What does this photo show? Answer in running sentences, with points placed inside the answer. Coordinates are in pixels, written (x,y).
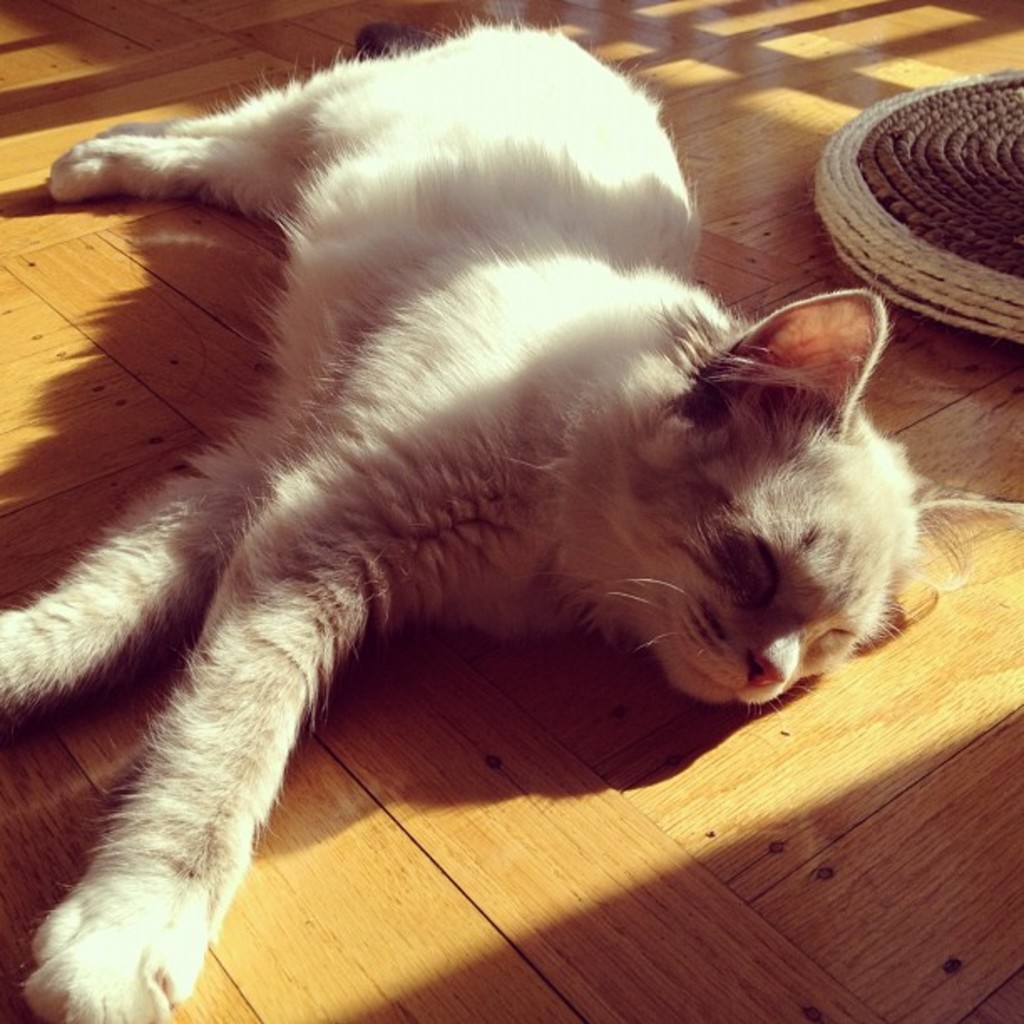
In this image I can see a cat (226,134) sleeping on the wooden floor (285,36). On the wooden floor (675,1016) there are objects (973,162).
